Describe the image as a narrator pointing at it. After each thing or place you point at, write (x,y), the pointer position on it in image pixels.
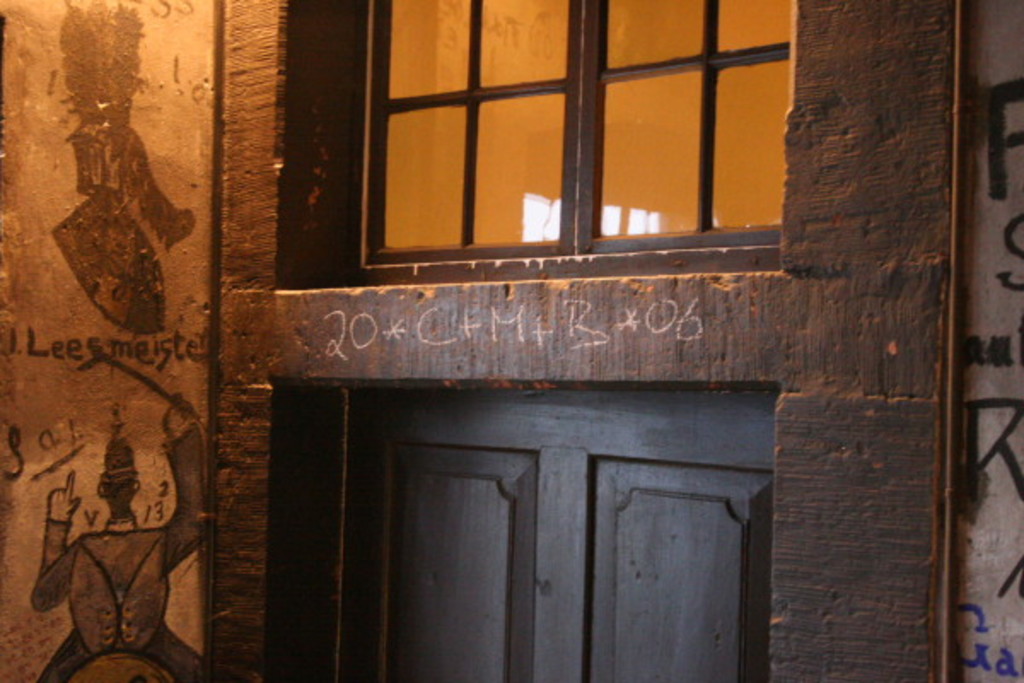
In the image there is a window (489,190) and under the window (443,268) there is a door (419,449), on the left side (106,350) there are some paintings (146,384) on the wall (111,42).
